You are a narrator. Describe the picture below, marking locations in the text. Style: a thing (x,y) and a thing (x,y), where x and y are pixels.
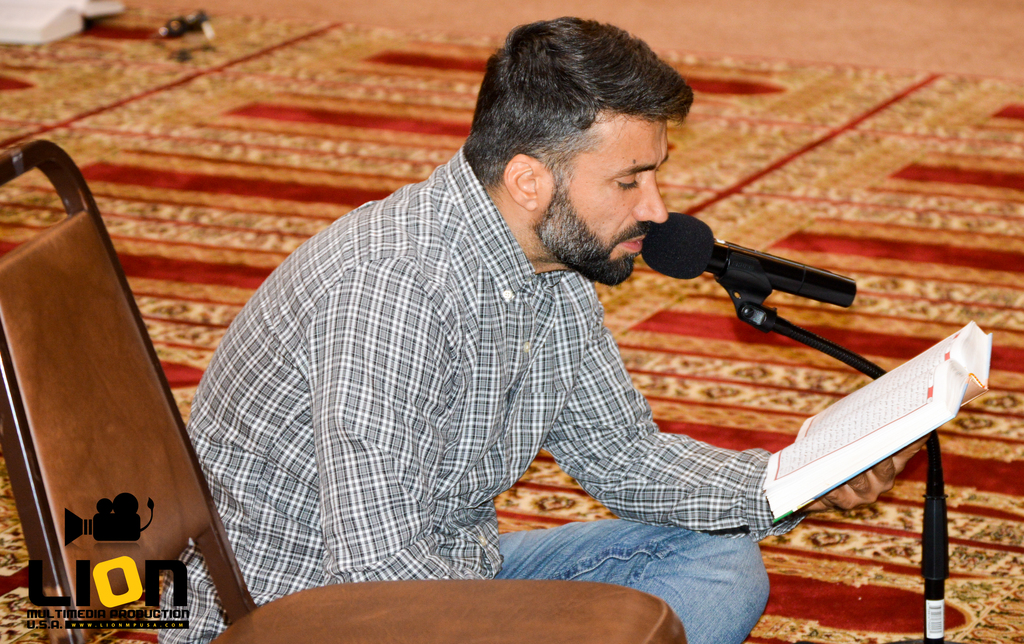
In this image we can see a man (431,386) sitting on the floor (561,522) holding a book (782,469). We can also see a chair (556,602), a mic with a stand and a book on the floor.
